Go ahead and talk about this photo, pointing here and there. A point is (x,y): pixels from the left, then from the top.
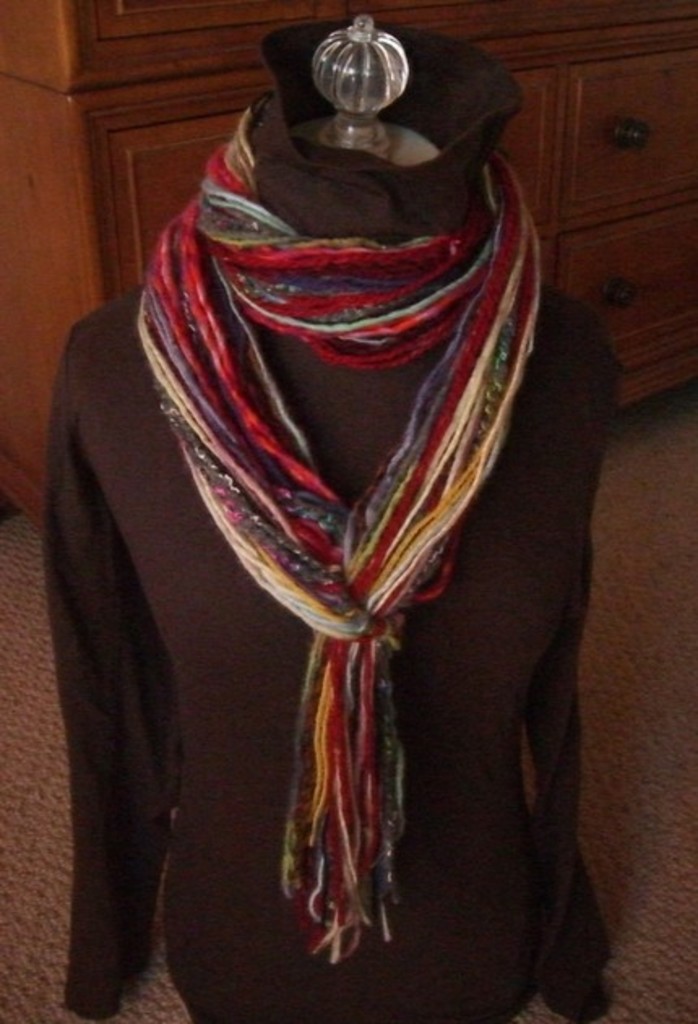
In this image I can see a mannequin (337,443) which is dressed with a t-shirt (201,605) and scarf (345,298). This is placed on the floor (639,809). In the background (466,30) there is a cupboard (646,163).
